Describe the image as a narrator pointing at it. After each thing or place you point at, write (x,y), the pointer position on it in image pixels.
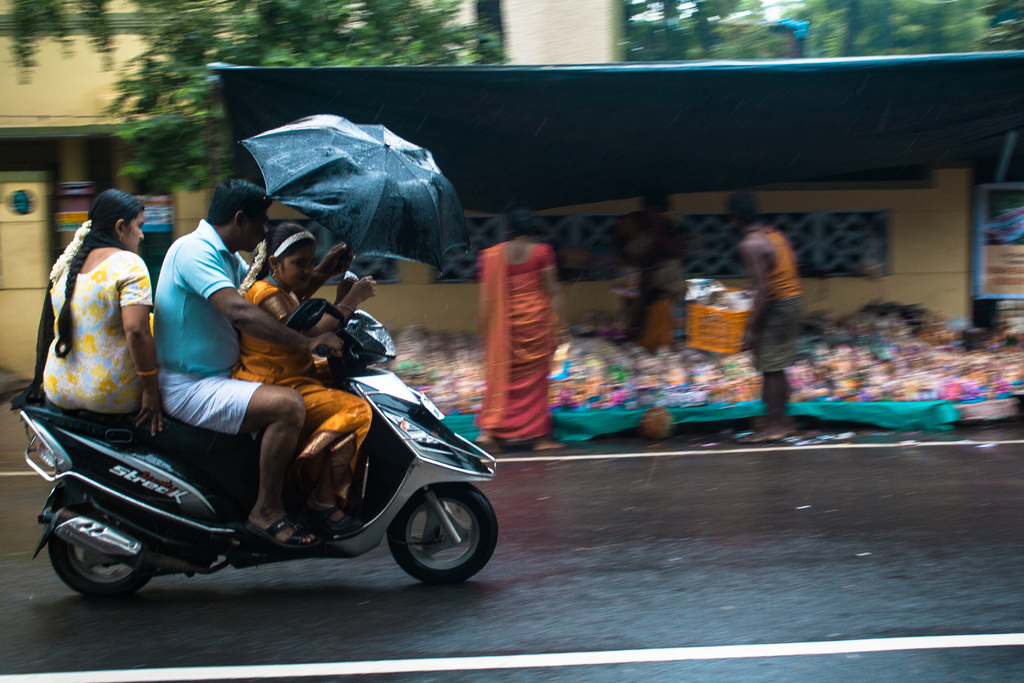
On the background (437,44) we can see trees (158,47) and a building (141,48). Here we can see three persons (339,410) sitting on a bike (50,422) and travelling on the road (632,506). This is a black umbrella (350,243). Here we can see a black cover shelter (716,115) and idols (913,365) on the other cover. We can see three persons (768,308) standing near to these idols (626,377).
